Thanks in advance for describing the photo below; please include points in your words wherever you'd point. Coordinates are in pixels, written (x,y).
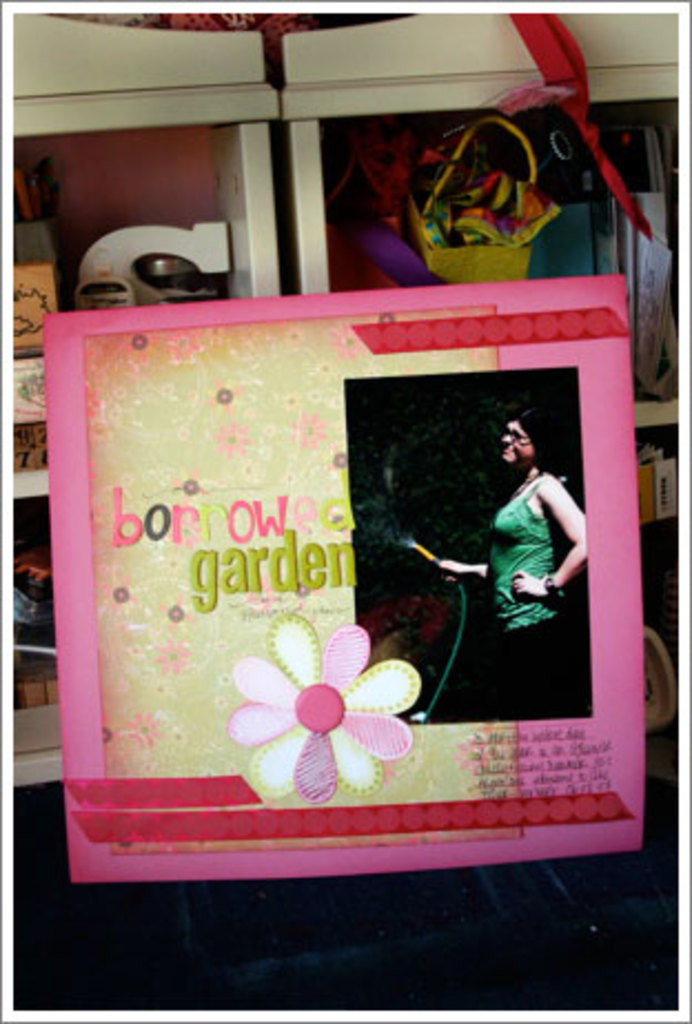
In the image I can see a frame (253,658) to which there is the design (245,719) of a flower (261,662) and behind there are some other things (51,305) in the shelves (67,240).
